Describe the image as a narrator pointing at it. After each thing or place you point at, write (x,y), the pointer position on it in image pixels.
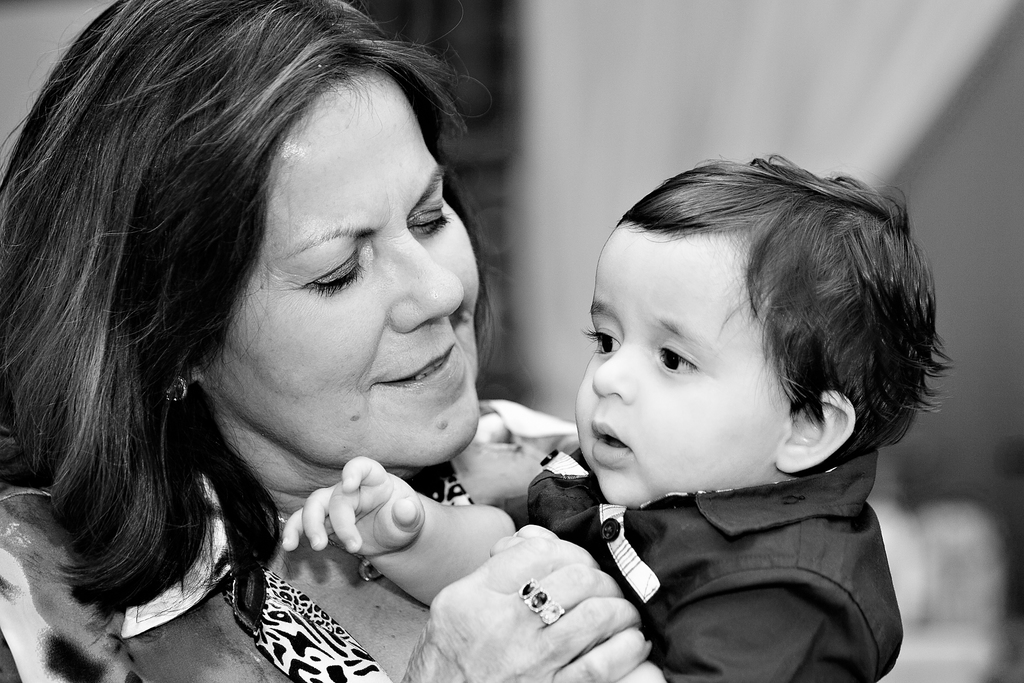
In this picture there is a lady (397,325) and a small baby (722,412) in the center of the image (543,298) and the background (557,299) area of the image is blur.
